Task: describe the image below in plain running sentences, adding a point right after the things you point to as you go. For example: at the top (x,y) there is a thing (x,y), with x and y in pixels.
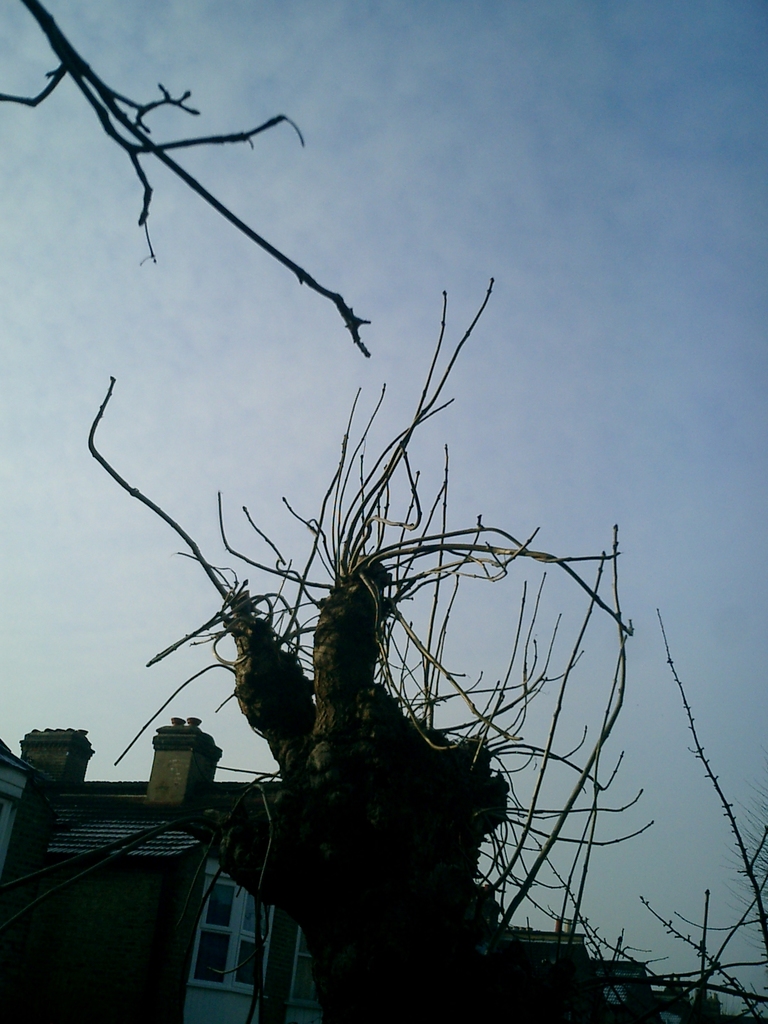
In this picture, it seems like a tree (415,880) in the foreground area of the image (317,816), there are houses (101,909) and the sky (649,461) in the background (456,268).
